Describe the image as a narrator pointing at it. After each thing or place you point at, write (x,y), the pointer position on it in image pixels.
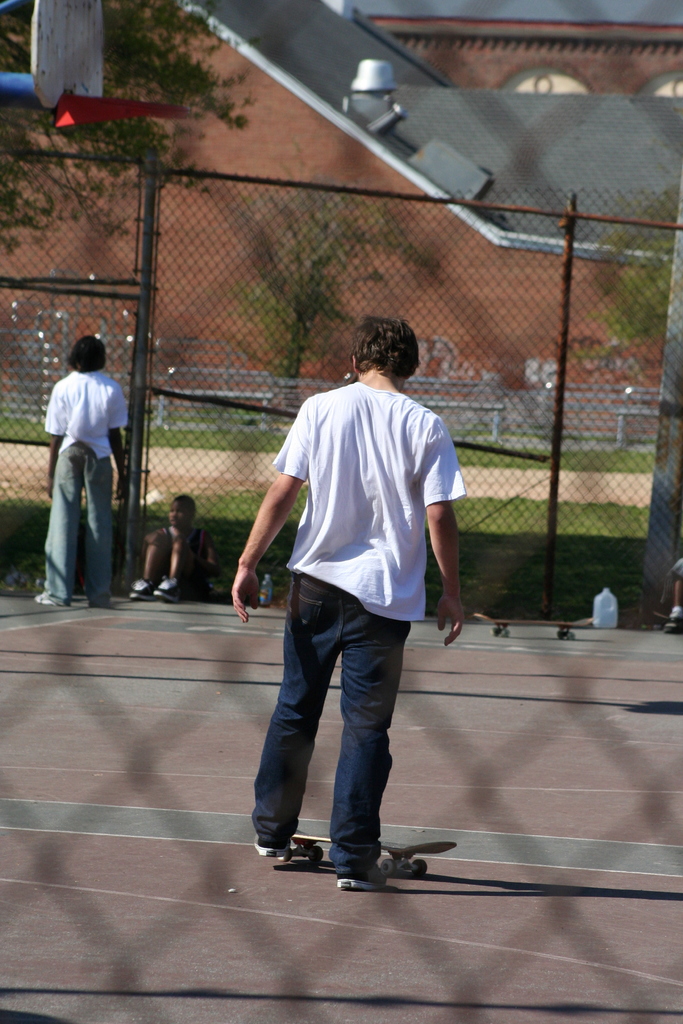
In the center of the image (295,679) there is a person (311,612) standing wearing white color t-shirt (337,420). In the foreground of the image (370,968) there is grill (351,965). In the background of the image (296,382) there is grill (268,383). There are plants (340,268). There is wall (523,354). There are people (56,584).
